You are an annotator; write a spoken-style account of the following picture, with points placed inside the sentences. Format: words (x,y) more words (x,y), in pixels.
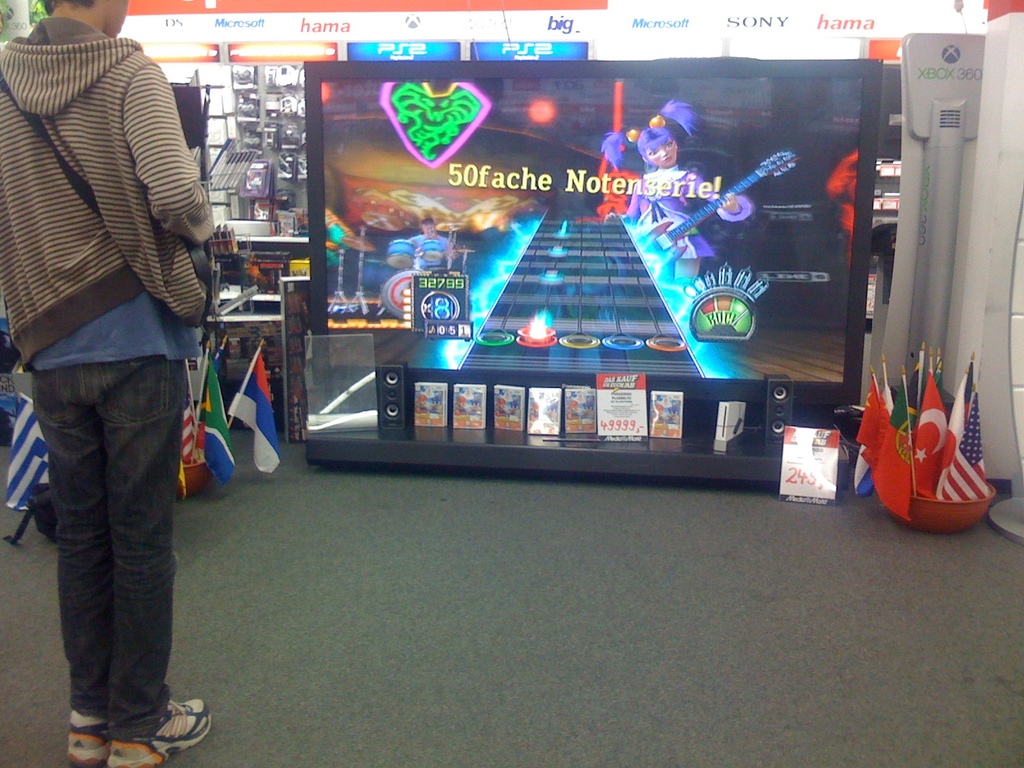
in this picture we can see a person (98,702) standing on the floor (298,693) and here we can see flags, monitor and some objects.
